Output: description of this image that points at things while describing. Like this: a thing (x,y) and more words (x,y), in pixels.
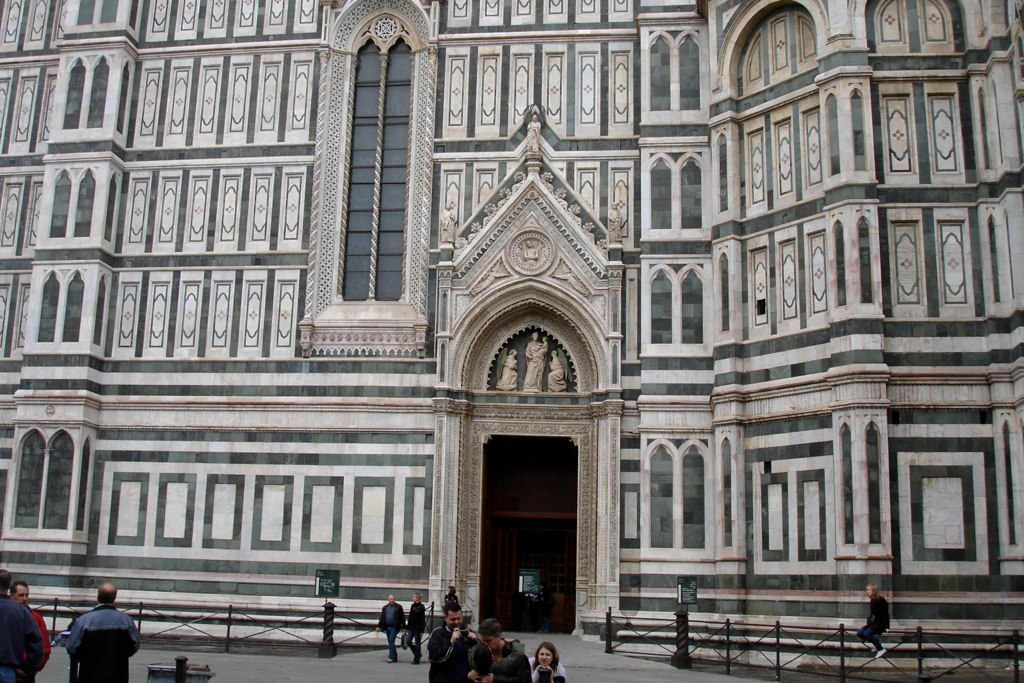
In this picture we can see a building (245,516), fence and persons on the ground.
